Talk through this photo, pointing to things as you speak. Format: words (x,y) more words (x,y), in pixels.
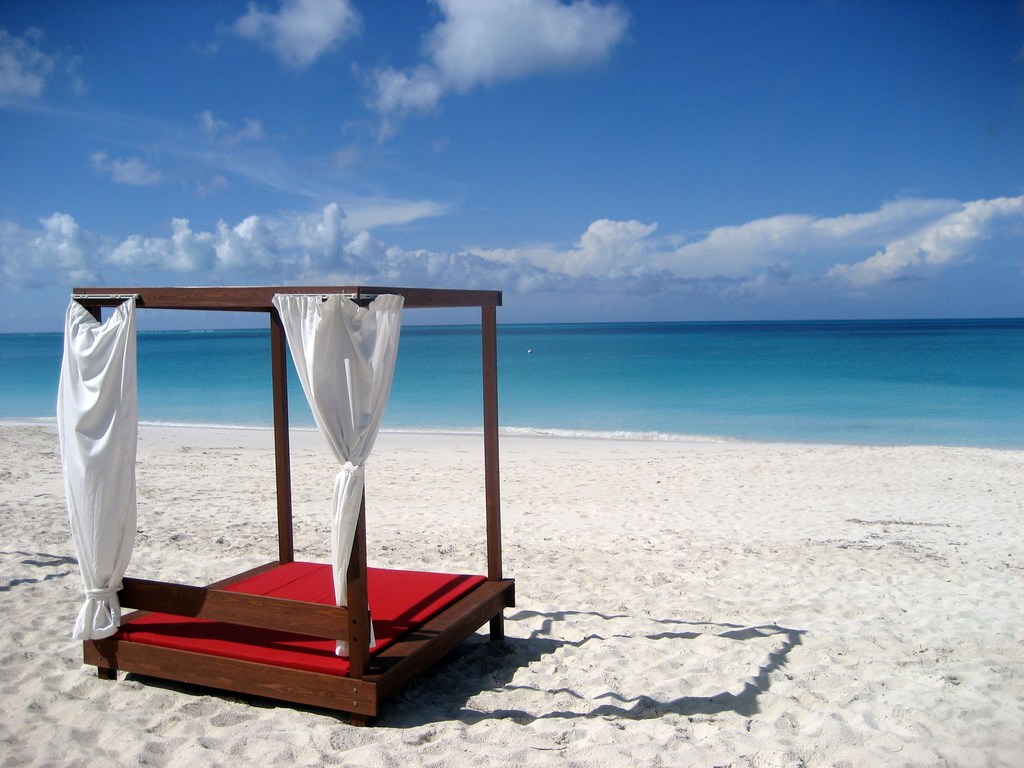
In this picture I can see there is a bed (305,578) and it has a curtain (343,374) and there is sand (642,512) on the floor (686,525), in the backdrop (594,377) there is an ocean (579,379) and the sky (567,294) is clear.
